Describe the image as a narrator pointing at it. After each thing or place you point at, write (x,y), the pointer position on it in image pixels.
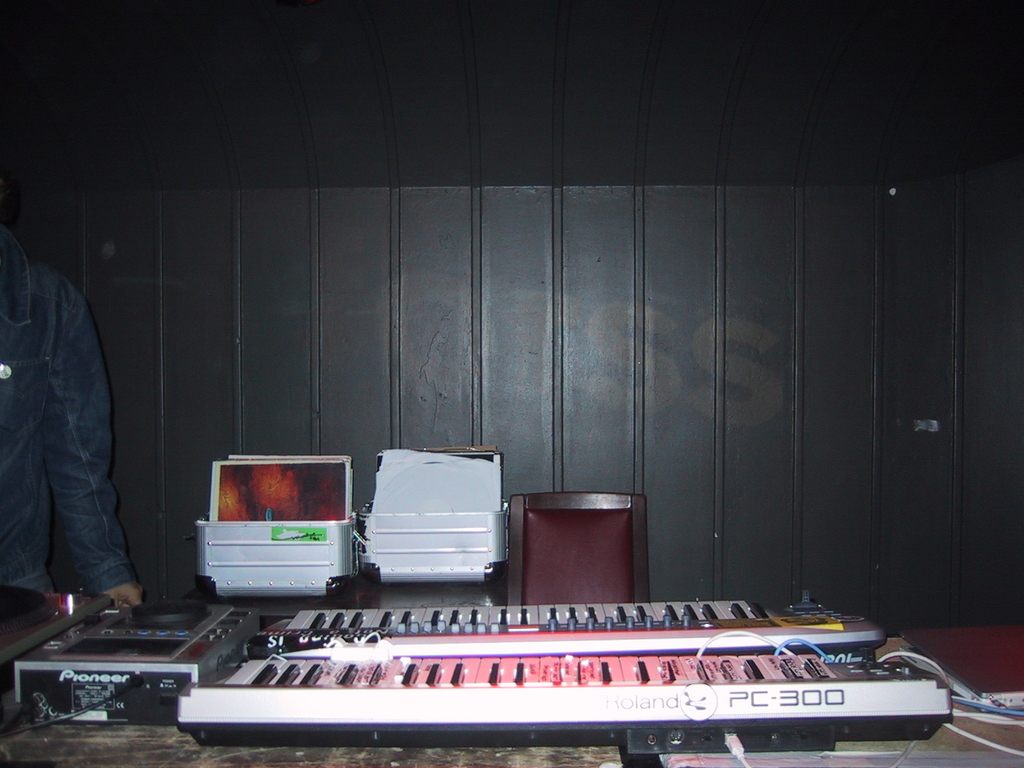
There is two piano (541,629) and some other objects (424,549) on the table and there is a person (45,393) standing in the left corner (37,410).
